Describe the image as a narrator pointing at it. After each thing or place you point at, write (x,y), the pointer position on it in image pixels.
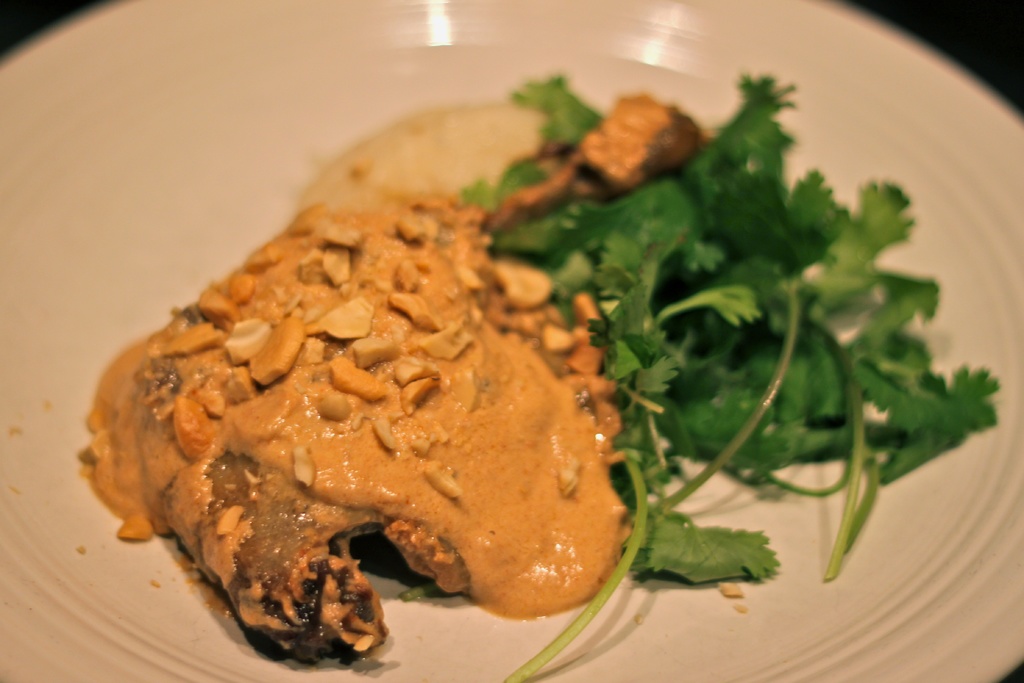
In this image I can see the plate (499,36) with food (340,270). The plate (262,168) is in white color and the food (437,341) is in yellow, green and cream color. And there is a black background (931,26).
